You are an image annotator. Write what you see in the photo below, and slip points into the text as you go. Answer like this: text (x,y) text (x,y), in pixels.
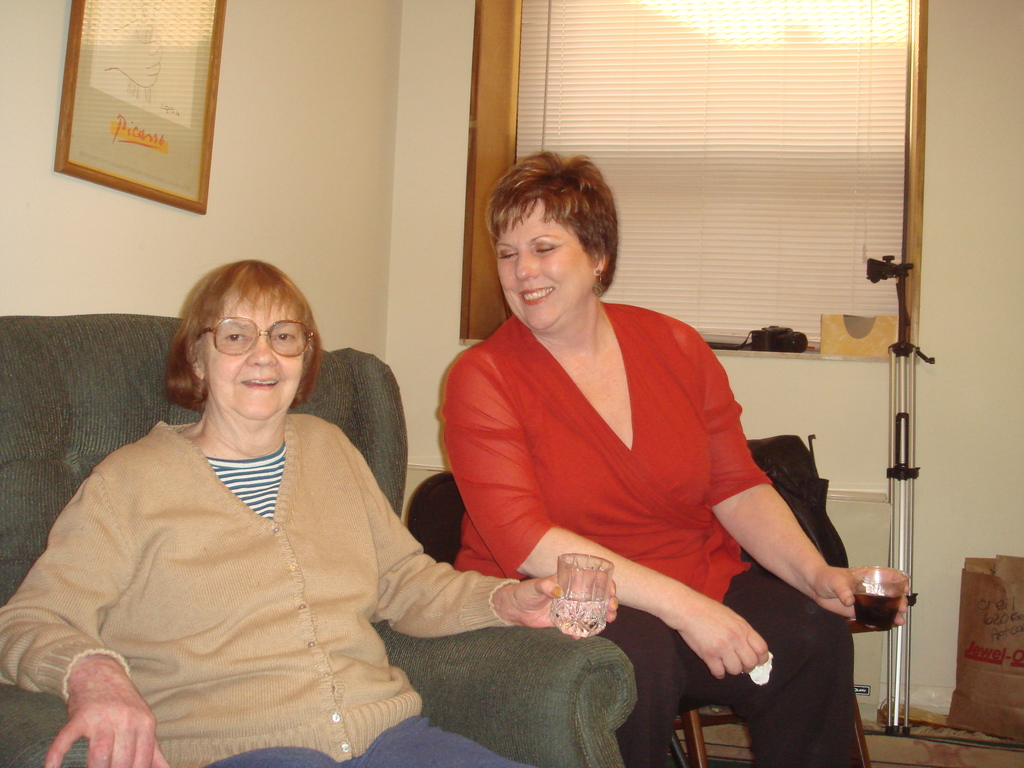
In this picture we can see two women (364,488), they are holding glasses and in the background (405,495) we can see a wall (412,410), photo frame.
